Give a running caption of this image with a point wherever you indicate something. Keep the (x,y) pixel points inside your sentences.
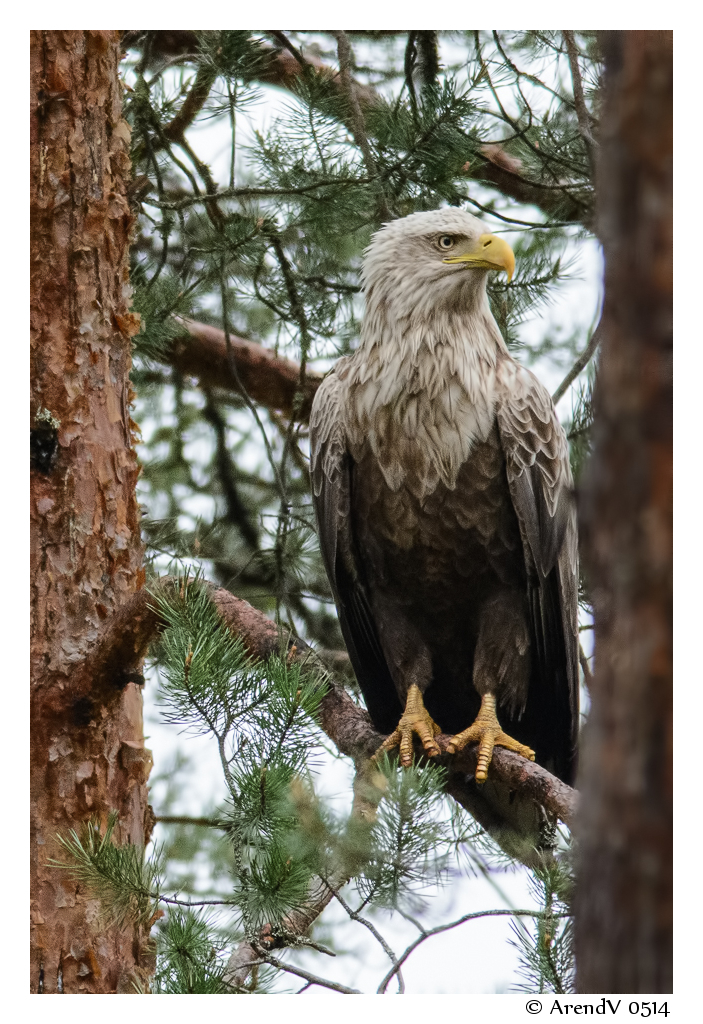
In this image I can see an eagle (468,356) which is cream, yellow, brown and black in color is on the tree (277,157). In the background (439,814) I can see the sky (282,107).
